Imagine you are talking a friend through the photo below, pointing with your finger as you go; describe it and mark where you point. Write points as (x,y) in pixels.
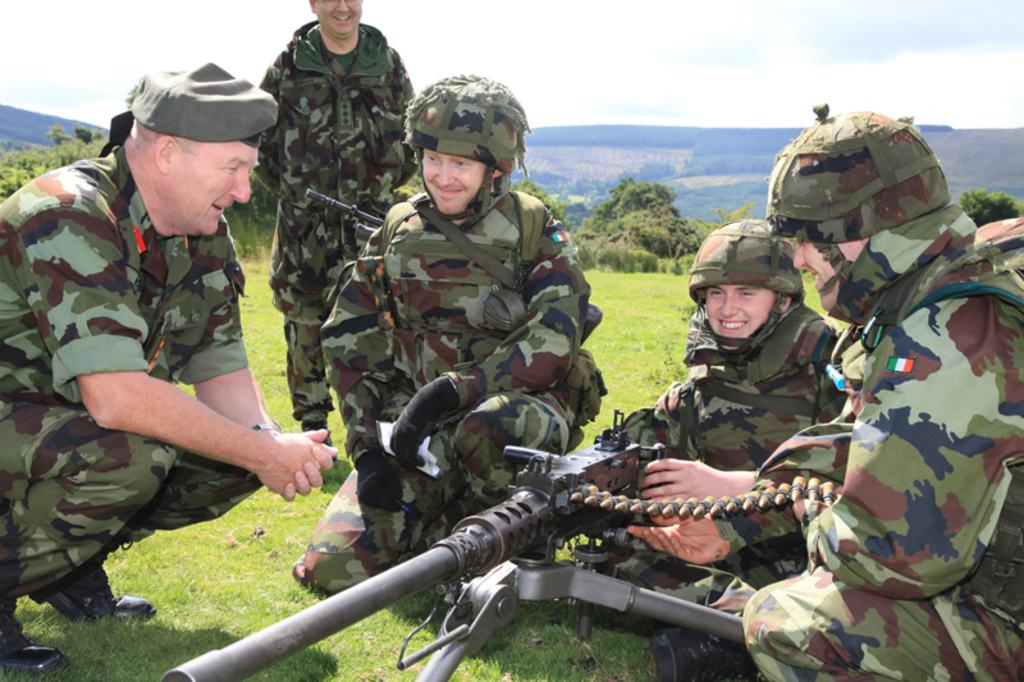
In this picture we can see a person (666,476) is sitting on the grass path (564,638) and a person (319,246) is standing and remaining people (124,346) are in squat position. A man (659,487) is holding a gun (566,464) with the stand (437,650). Behind the people (354,285) there are trees (100,133), hills (629,139) and the sky (675,58).
